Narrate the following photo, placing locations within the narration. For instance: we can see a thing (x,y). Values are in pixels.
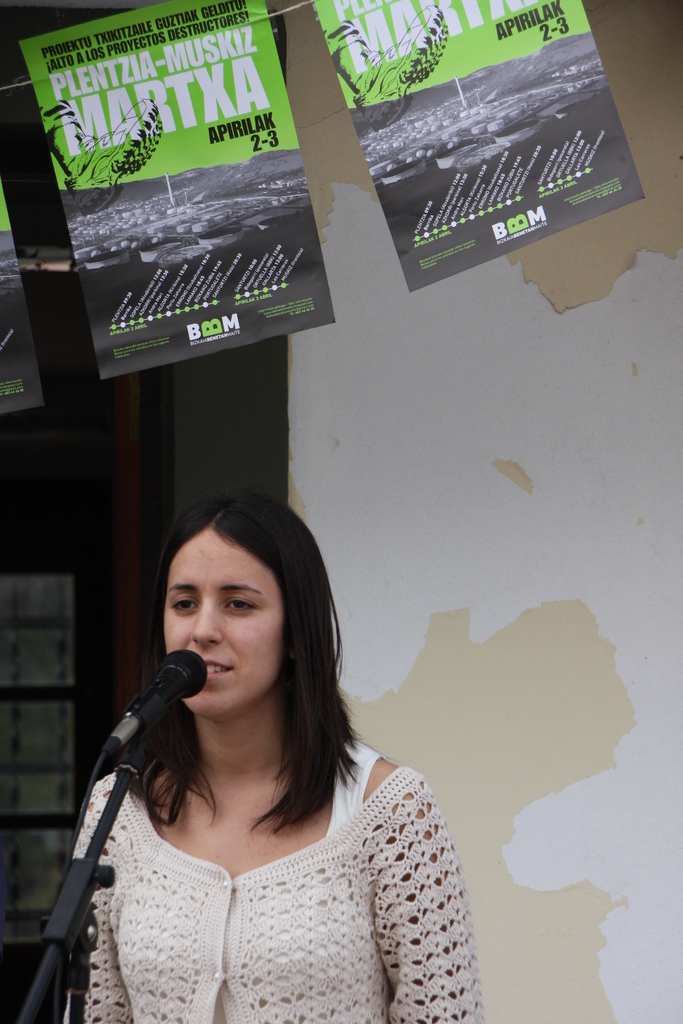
In the foreground (354,982) I can see a woman (342,980) is standing in front of a mike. In the background (679,546) I can see a wall (312,413) and posters (235,298). This image is taken during a day.
